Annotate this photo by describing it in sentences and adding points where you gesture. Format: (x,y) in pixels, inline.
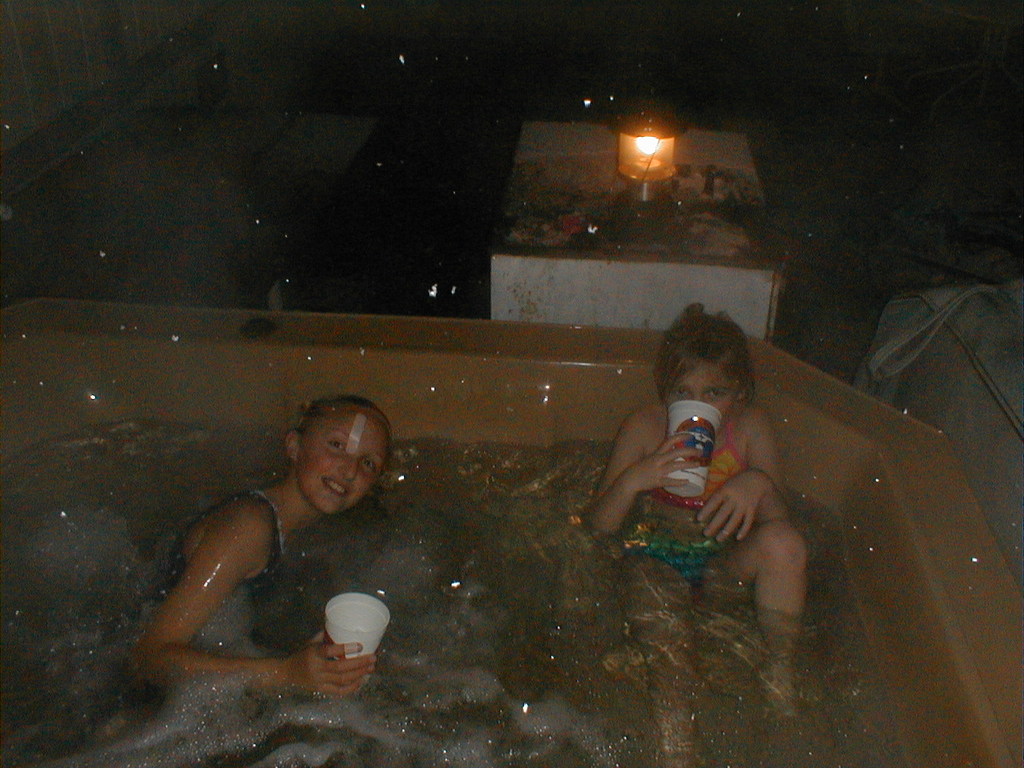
In this image we can see two persons (347,677) in the bathtub (365,587) and holding the cups (336,639), also we can see a bag (977,418) and a table (702,177), on the table (708,217), we can see a lamp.
